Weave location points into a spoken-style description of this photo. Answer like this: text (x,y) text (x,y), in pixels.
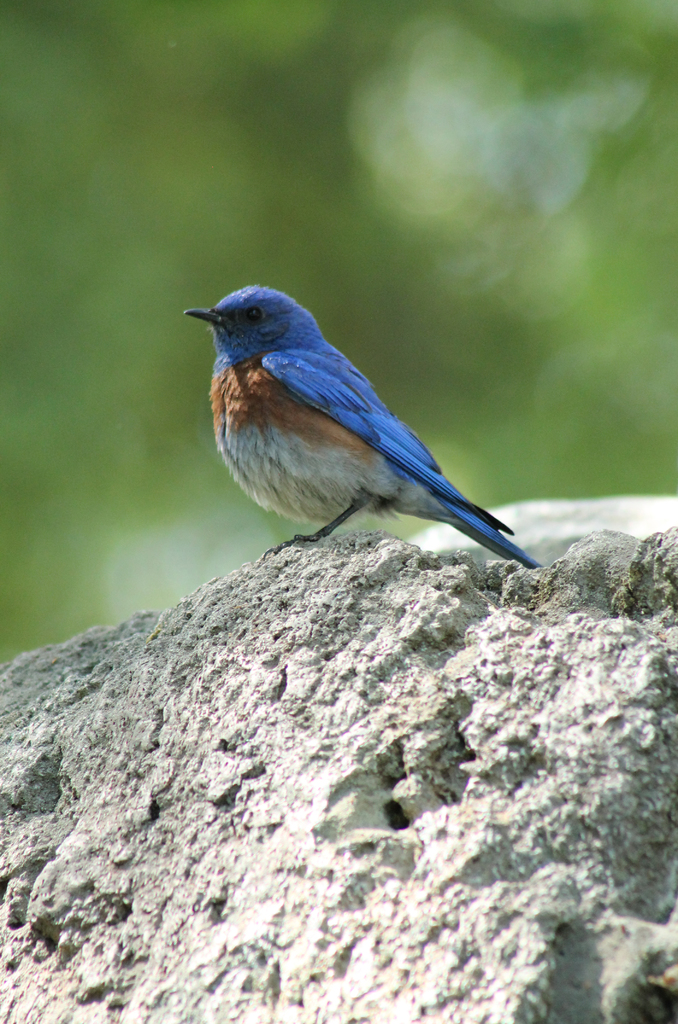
In this image we can see a bird (255,485) on a rock (326,721). In the background (97,459) it is blur.
